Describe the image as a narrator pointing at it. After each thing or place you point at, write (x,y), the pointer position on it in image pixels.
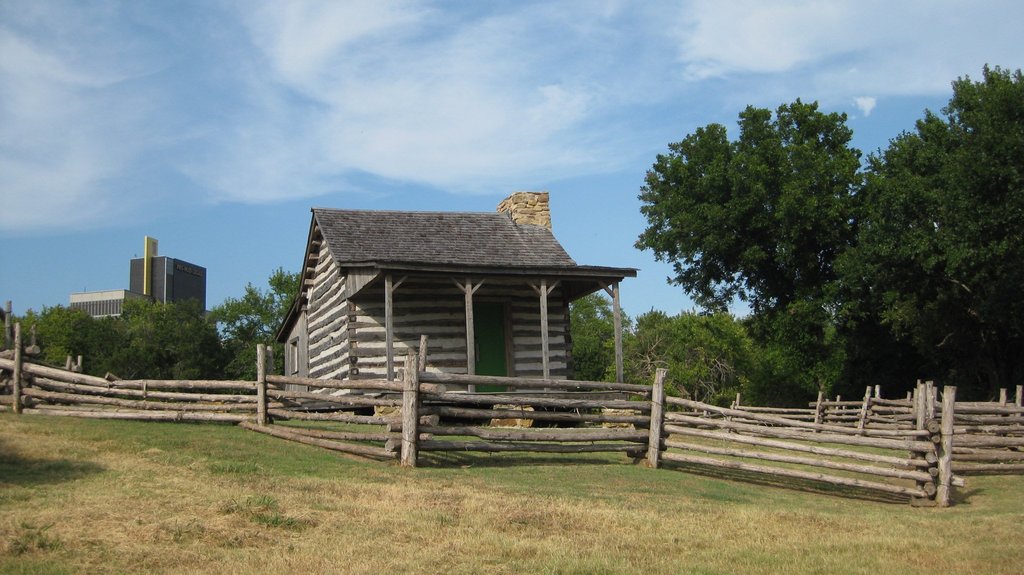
In this picture there is grassland (450,455) at the bottom side of the image (388,458) and there is a boundary (608,448) and a house (357,289) in the center of the image (481,239), there are trees (660,236) in the background area of the image (742,293).
